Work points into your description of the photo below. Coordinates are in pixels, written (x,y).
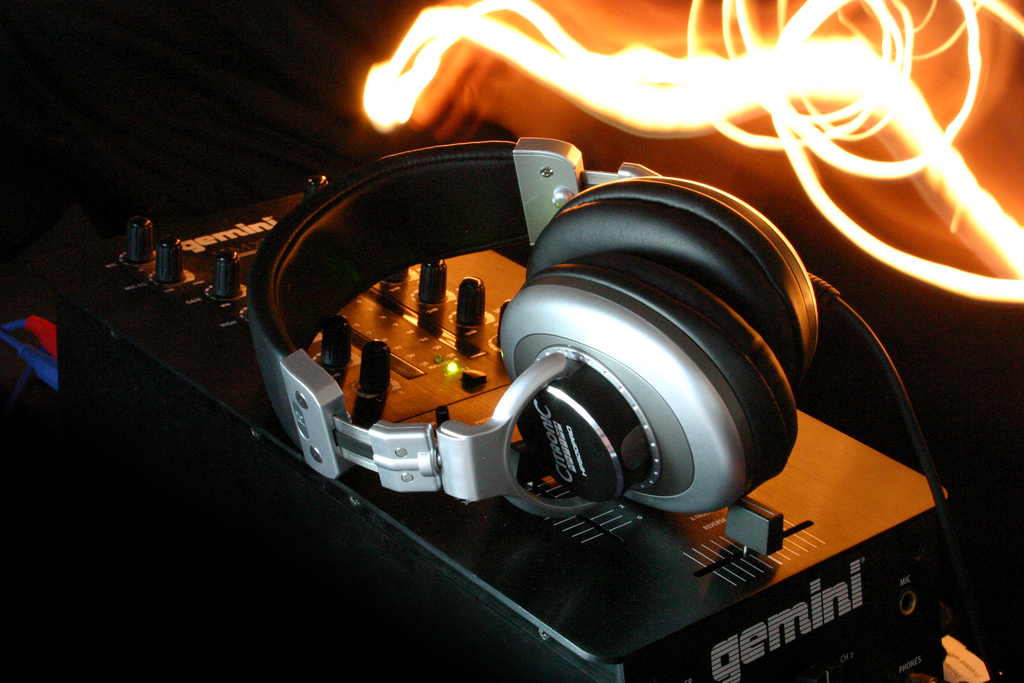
In this image, I can see a headset (573,427) on a device (600,608). In the background (683,101), I can see light (668,105).
